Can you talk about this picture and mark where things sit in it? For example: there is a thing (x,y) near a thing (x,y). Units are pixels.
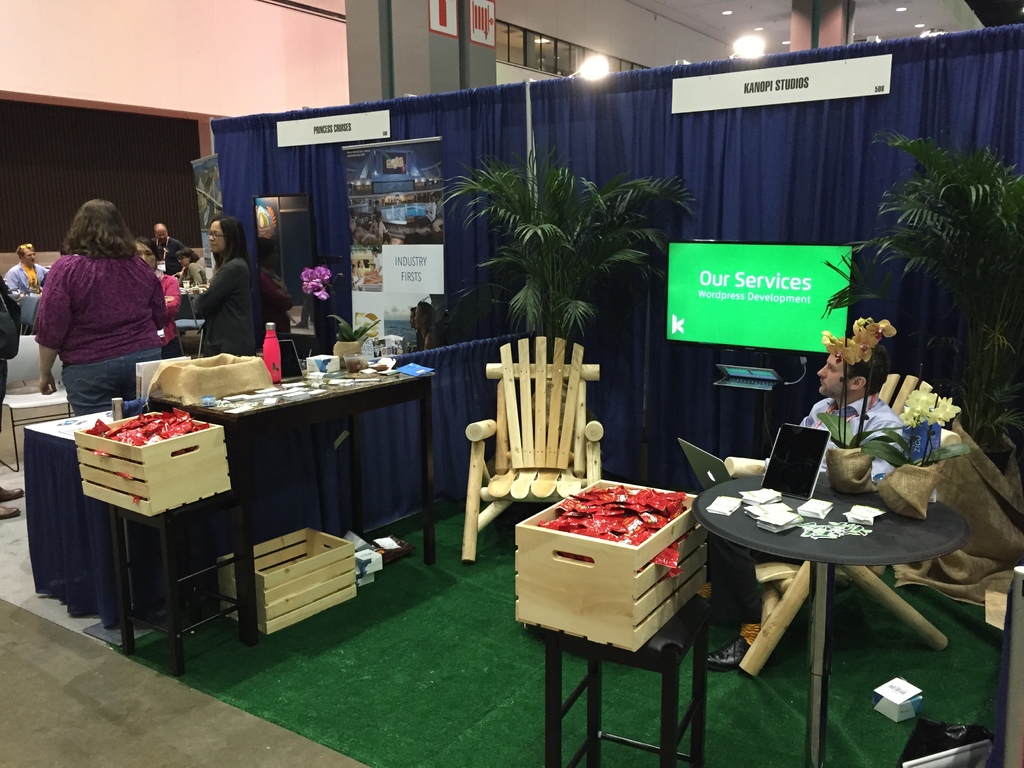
This is the picture of a place where we have two cabin like things (653,469) and in one cabin (624,469) there some chairs (559,405), table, screen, two plants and the wooden box (662,595) and in the other cabin (296,291) there are person (166,283) standing and some note (400,274) on the board (395,241).
